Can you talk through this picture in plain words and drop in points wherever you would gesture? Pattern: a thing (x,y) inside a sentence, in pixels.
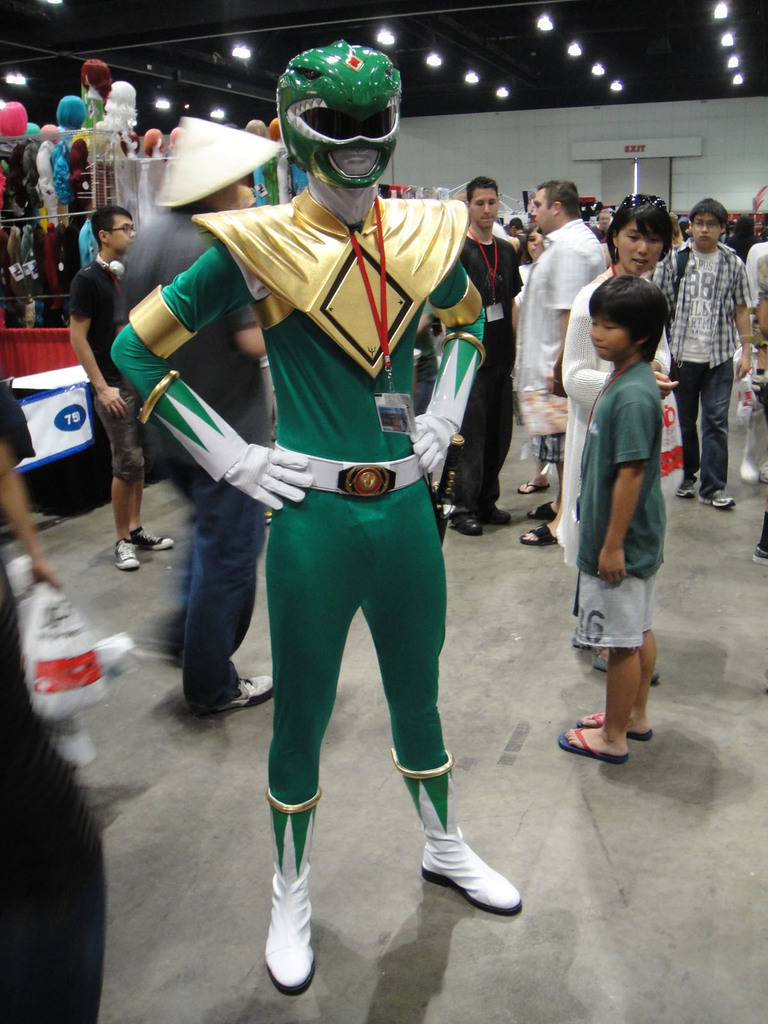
In the image we can see there is a person (405,608) wearing green colour dress (393,595) and green colour helmet (338,150). Behind there are other people (127,263) standing and the people (516,278) are wearing id cards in their neck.
